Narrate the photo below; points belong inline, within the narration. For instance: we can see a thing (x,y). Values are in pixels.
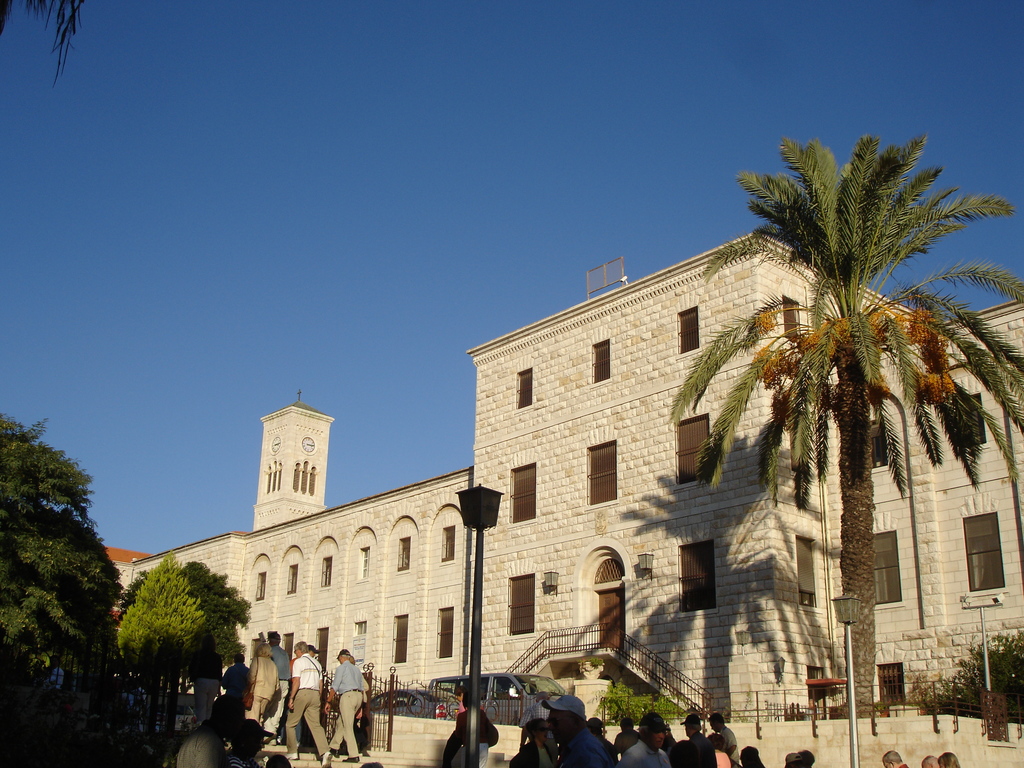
In this image I can see a group of people (311,648) walking in front of white building (556,491) and also I can see more number of people (527,767) standing there. I can see number of trees (882,247) and clear blue sky (410,190). I can also see a clock (302,440) on the building (310,451) and a street light (471,509) in front of it. I can also see number of vehicles (422,702) in front of the entrance gate (611,600) of the building (520,664).
